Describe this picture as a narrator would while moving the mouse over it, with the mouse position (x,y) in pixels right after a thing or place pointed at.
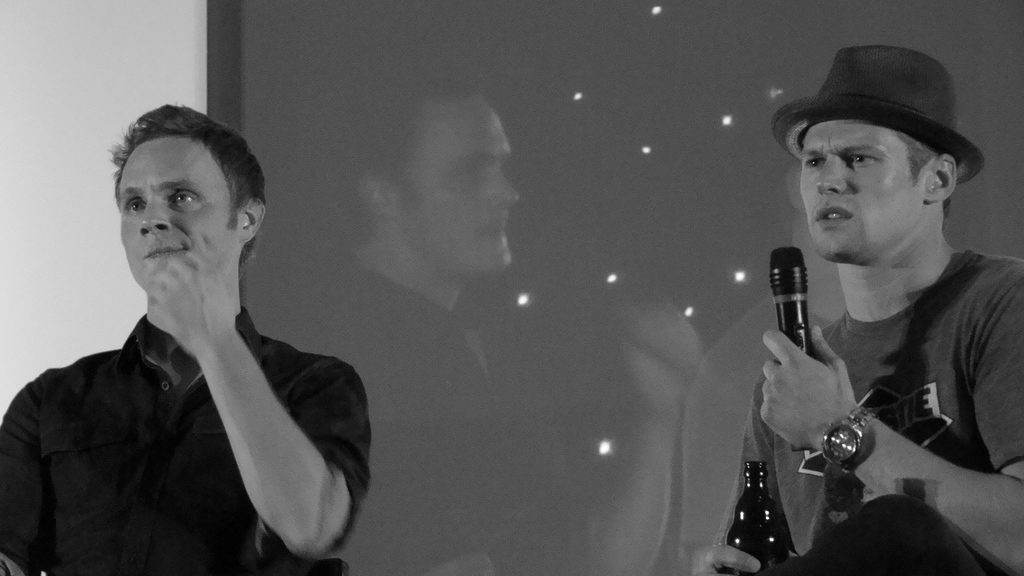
A person (884,350) on the right (882,373) is wearing a hat (887,72) and watch (845,440) and holding a bottle (751,520) and mic (803,278). Also there is another person (74,370) on the left (129,439) is wearing a shirt (194,424) and sitting. In the back (514,201) there is a screen (549,335).
